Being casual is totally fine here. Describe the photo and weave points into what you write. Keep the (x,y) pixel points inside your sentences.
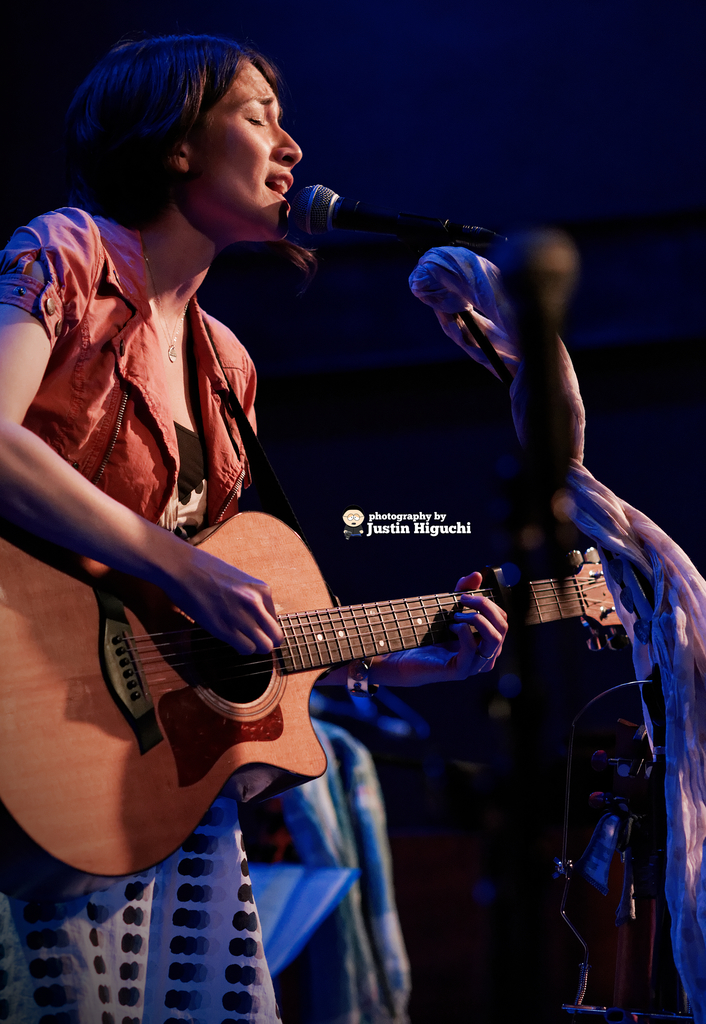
In this picture we can see woman (183,226) holding guitar (293,541) in her hand (215,617) and playing it and singing on the mic (446,235) and in the background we can see cloth (631,523) and it is blurry and dark.
